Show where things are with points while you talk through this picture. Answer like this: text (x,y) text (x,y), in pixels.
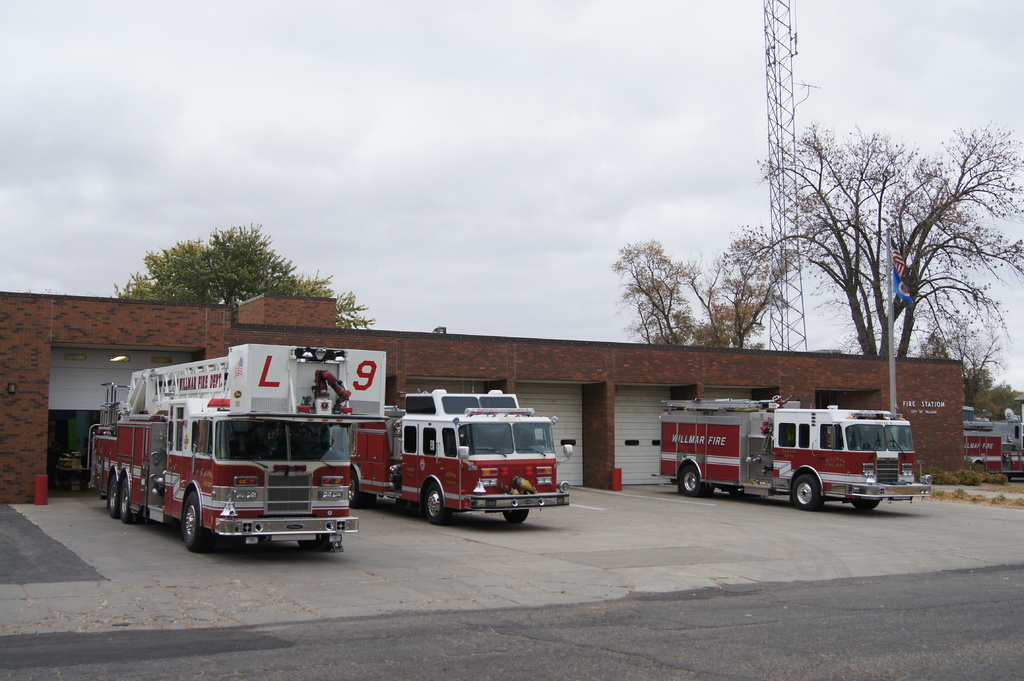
In this picture we can see the road (937,617), shutters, vehicles (521,418) on the ground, trees (184,296), pole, flag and in the background (467,154) we can see the sky (486,151) with clouds (477,209).
